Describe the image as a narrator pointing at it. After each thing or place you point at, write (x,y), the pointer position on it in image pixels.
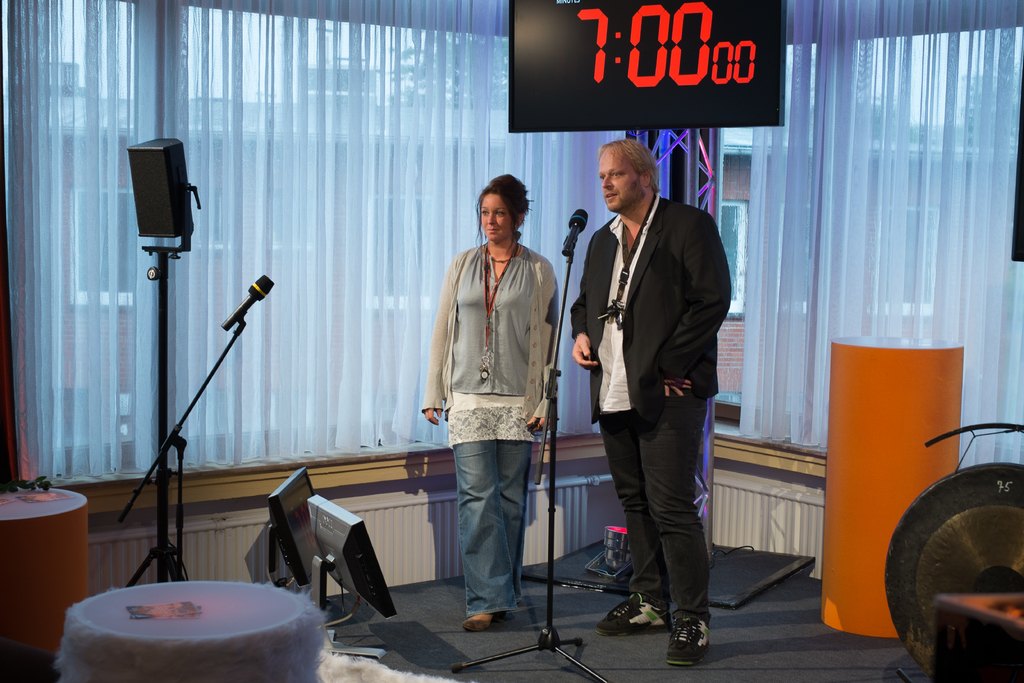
There is one man (609,362) and a woman (447,383) standing in the middle of this image (444,391). We can see mics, computers (347,518), tables (866,594) and other objects (898,490) are present at the bottom of this image (903,461). We can see a curtain (439,180) in the background (332,205). There is a screen (593,36) at the top of this image (635,73).
